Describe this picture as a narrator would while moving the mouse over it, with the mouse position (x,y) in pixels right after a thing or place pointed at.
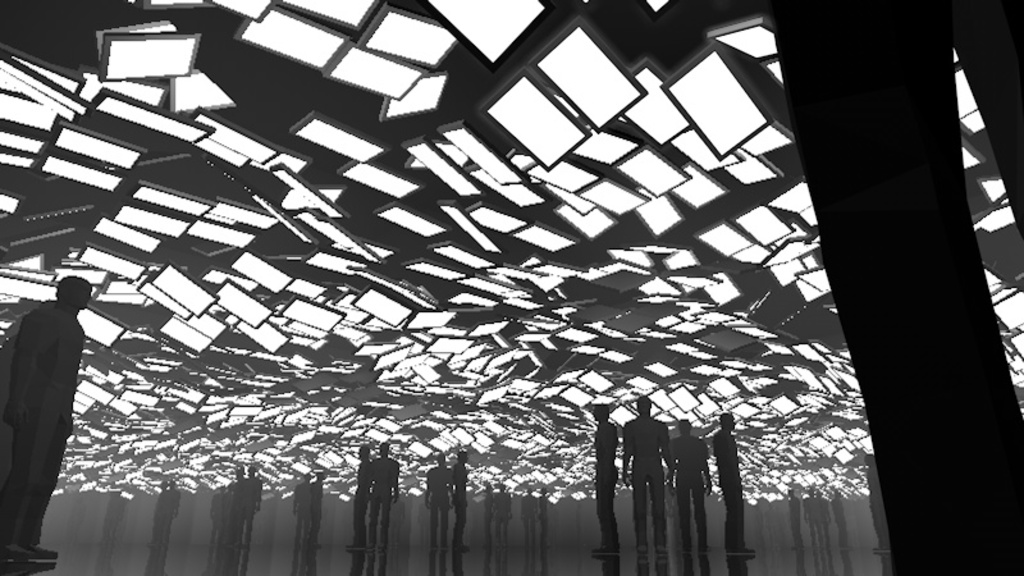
This image is an animated image which is a black and white image. In this image there are a few people (663,445) standing on the floor (722,564). At the top of the image (352,160) there are a few lights (669,179).
